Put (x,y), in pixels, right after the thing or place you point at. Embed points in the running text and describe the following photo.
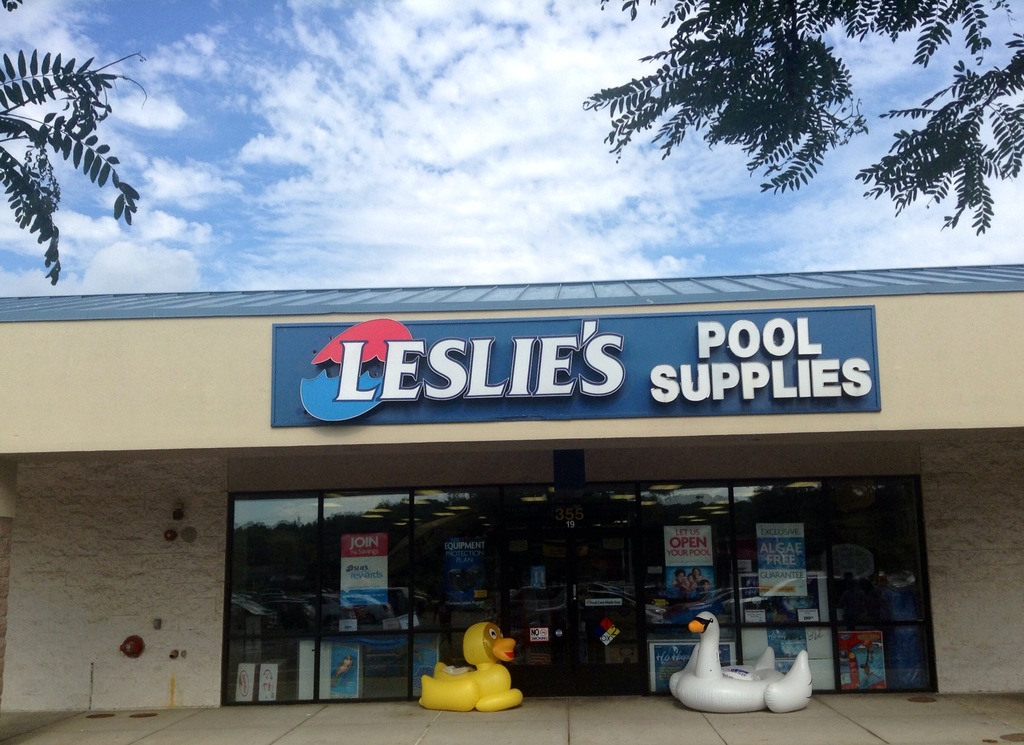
In this picture we can see there are toys (480,680) on the path (641,711) and behind the toys (494,671) there is a building (563,408) and in front of the building (65,472) there are trees (889,167). Behind the building (198,347) there is a sky (417,174).
